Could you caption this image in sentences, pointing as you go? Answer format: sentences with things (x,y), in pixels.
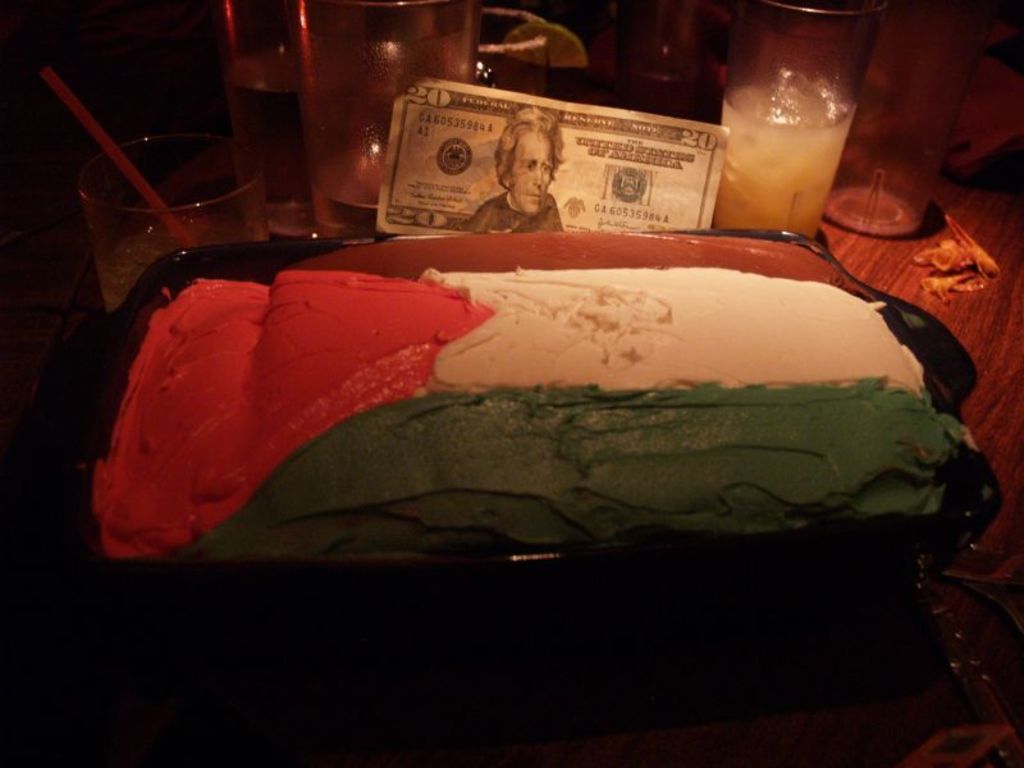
In this picture I can see food item (556,340) in the tray (949,339). I can see the glasses (766,181). I can see the table (1021,422).
